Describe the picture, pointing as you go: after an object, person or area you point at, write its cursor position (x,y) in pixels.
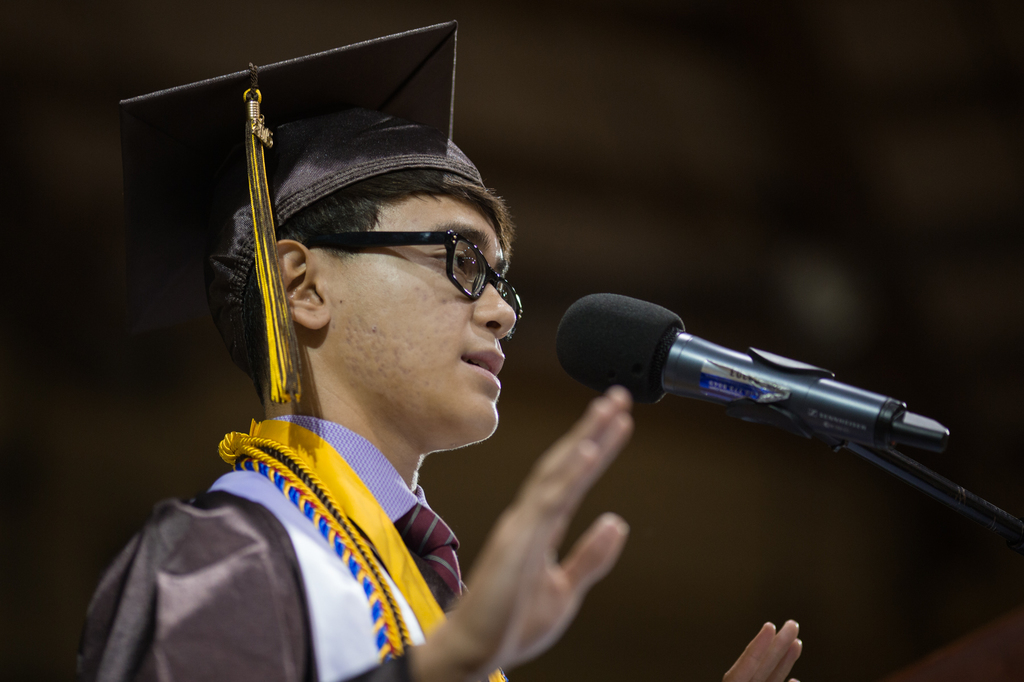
In this image I can see a man (341,560) wearing shirt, some cords (353,553), cap (386,131) on the head (403,377) and speaking in the mike (615,355). He is looking towards the right side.
